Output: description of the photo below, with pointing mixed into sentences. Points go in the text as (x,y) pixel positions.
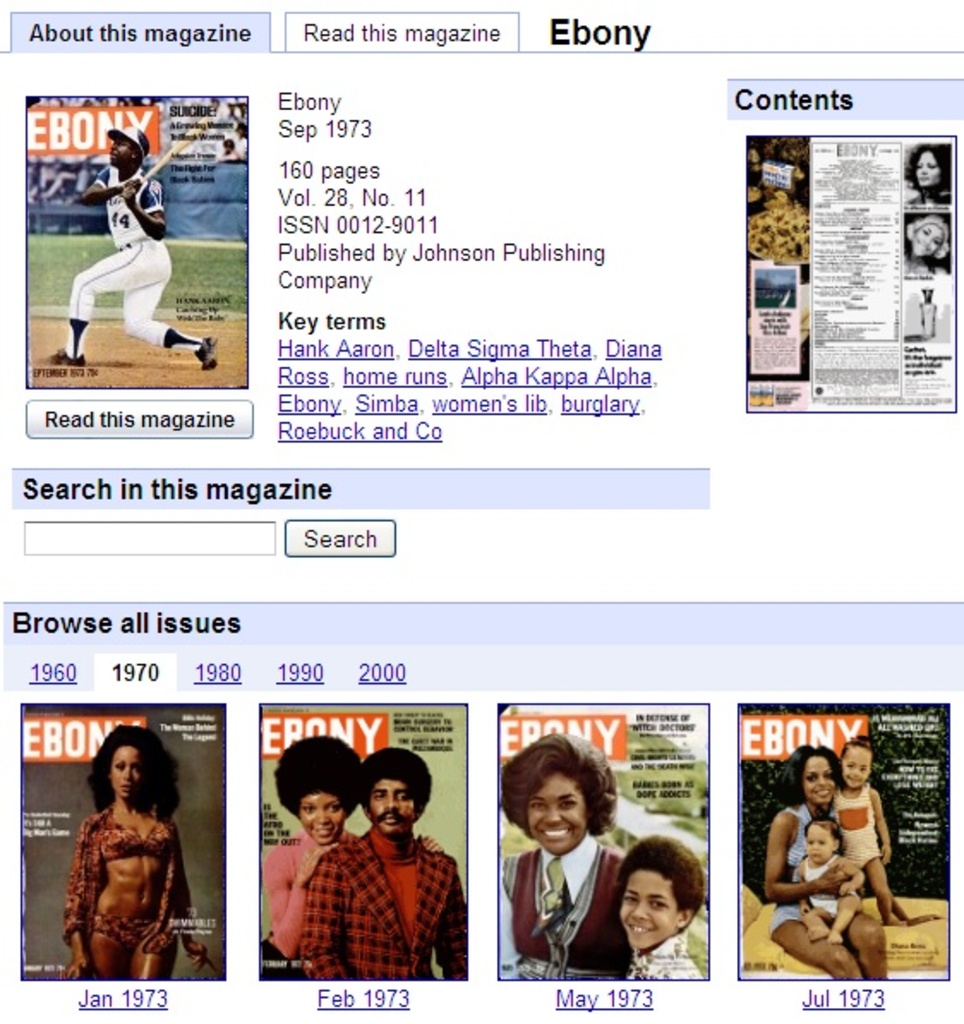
This is a web page and on this page we can see posters (167,301), buttons (329,556) and some text (185,737) and on these posters (108,350) we can see some people (586,839).
